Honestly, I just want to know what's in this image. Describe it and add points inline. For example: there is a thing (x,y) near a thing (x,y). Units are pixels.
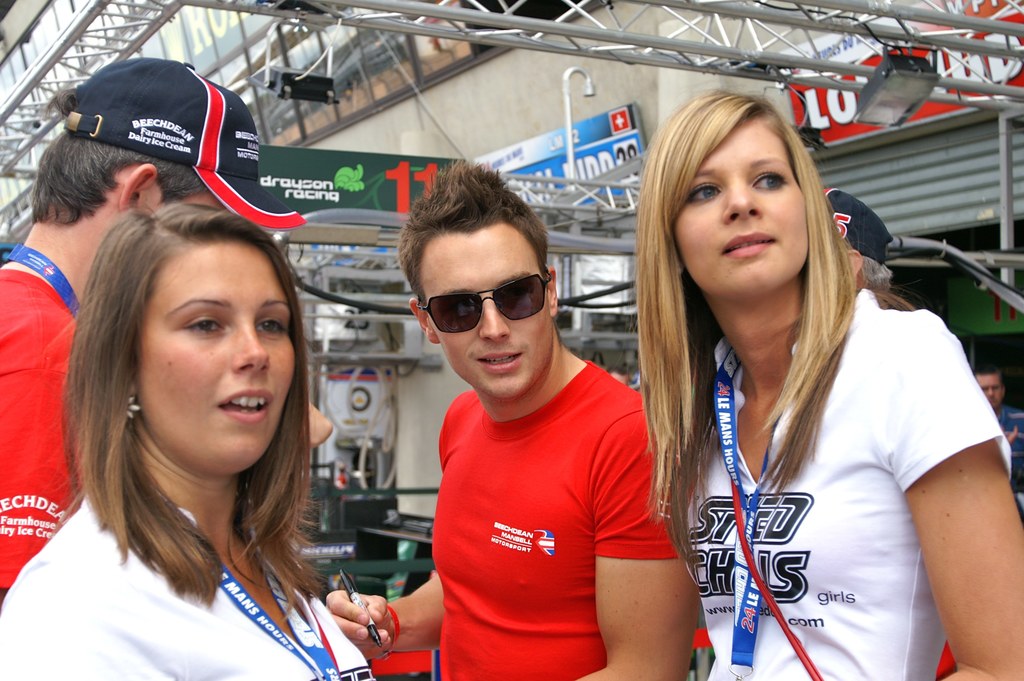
In this image, we can see a group of people (812,433) in front of the building (404,137) wearing clothes (609,422). There is a person (517,467) in the middle of the image (565,436) wearing sunglasses (526,283) and holding a pen (355,601).
